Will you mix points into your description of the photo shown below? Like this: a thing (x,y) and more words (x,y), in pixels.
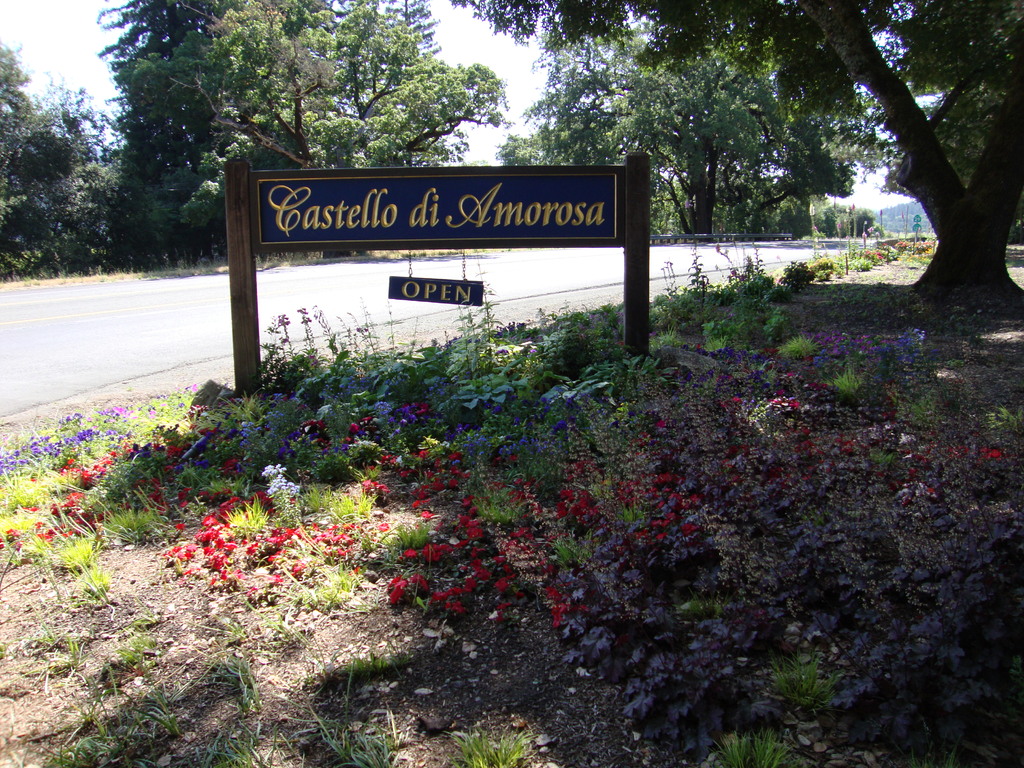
In this image I can see a board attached to the wooden surface (485,247). I can also see flowers (219,533) in purple and red color, plants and trees (756,140) in green color and the sky (519,56) is in white color.
